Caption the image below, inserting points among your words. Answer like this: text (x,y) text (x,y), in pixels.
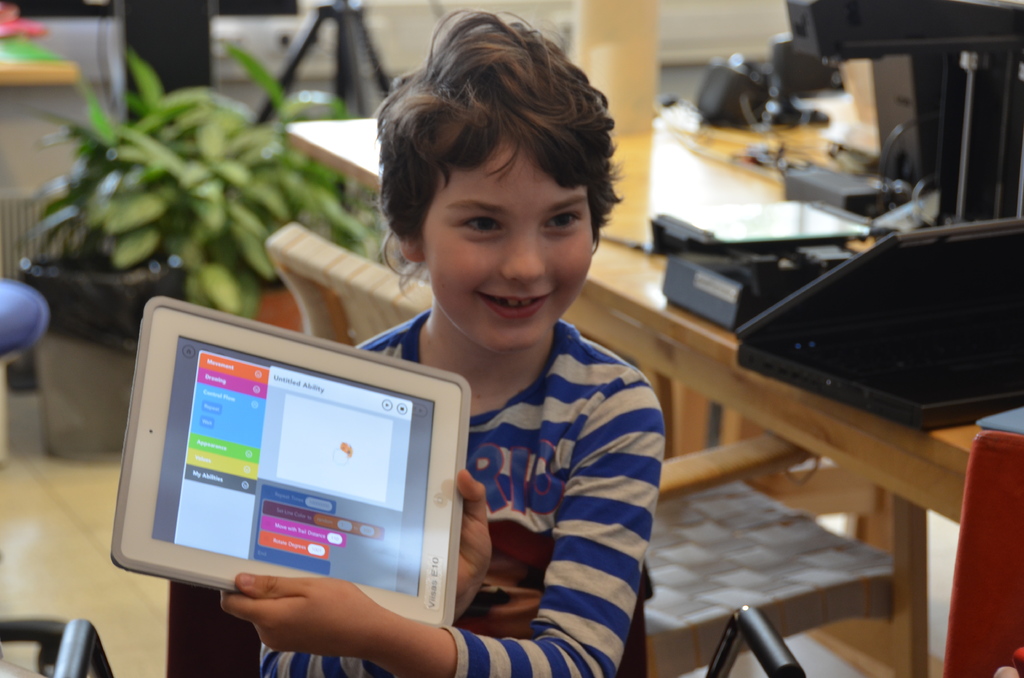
In this image I see a child (471,301) who is holding an electronic device (465,447) and the child (473,354) is smiling. In the background (999,91) I see a table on which there is a laptop (786,366) and other few things (852,46), I can also see a plant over here.
